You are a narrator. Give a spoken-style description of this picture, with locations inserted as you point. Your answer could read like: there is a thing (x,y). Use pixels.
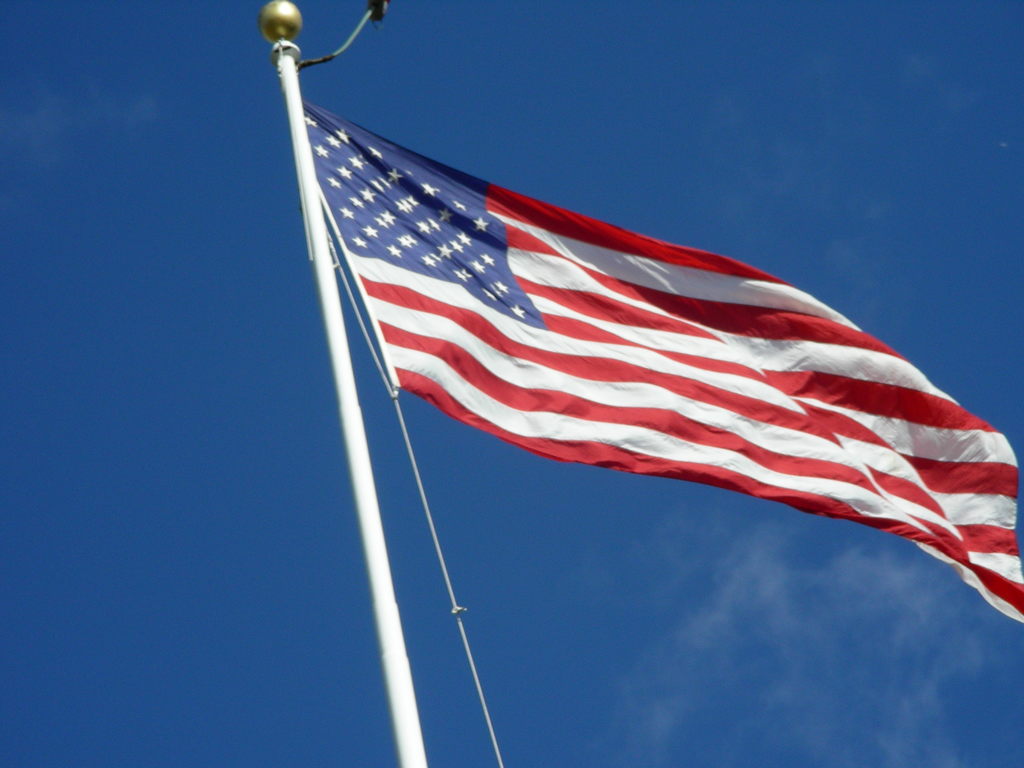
In this picture there is a flag (938,425) on the pole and the flag (504,370) is in red, white and in blue color. At the top (81,146) there is sky (712,599).
